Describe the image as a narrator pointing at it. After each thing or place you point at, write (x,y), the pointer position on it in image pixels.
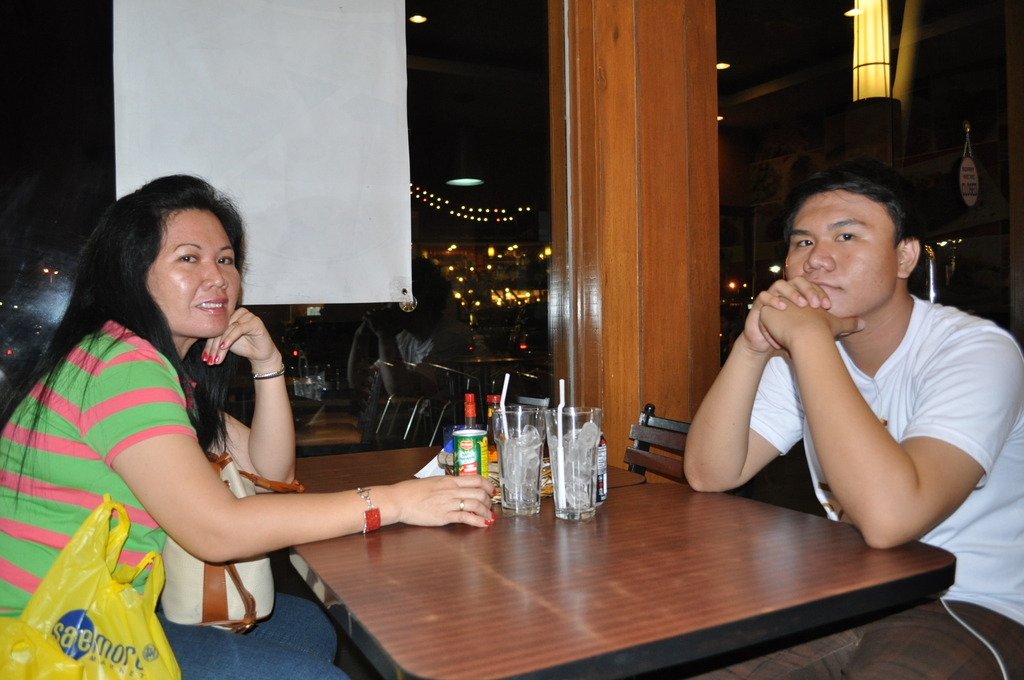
In this image, there are two persons (841,236) wearing clothes (90,469) and sitting in front of the table (549,608). This table (545,617) contains glasses (521,502) and bottles (491,412). There is a plastic bag (127,601) in the bottom left of the image (107,611). There is a light (857,68) in the top right of the image (859,65).
